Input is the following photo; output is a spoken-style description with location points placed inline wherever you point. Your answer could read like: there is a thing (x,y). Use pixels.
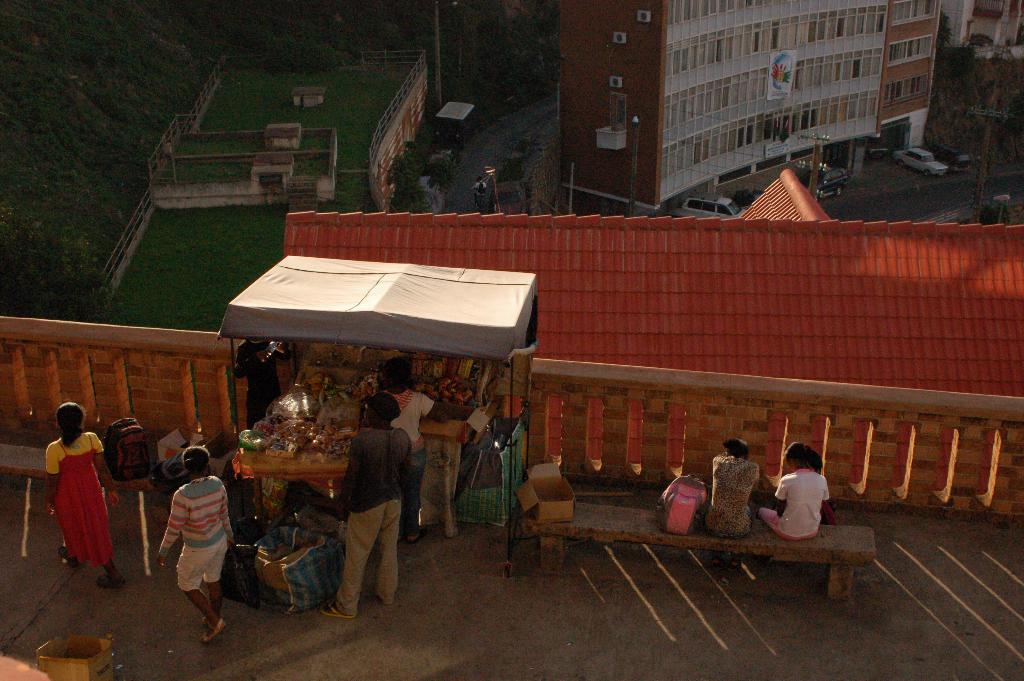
In this image we can see some group of persons (80,471) walking and some (737,469) are sitting on bench (656,523), there is a person (396,449) selling some items (356,423) which are under tent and in the background of the image (720,333) there are some houses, buildings (753,208), trees (14,249), cars (701,206) and a road (957,194).
